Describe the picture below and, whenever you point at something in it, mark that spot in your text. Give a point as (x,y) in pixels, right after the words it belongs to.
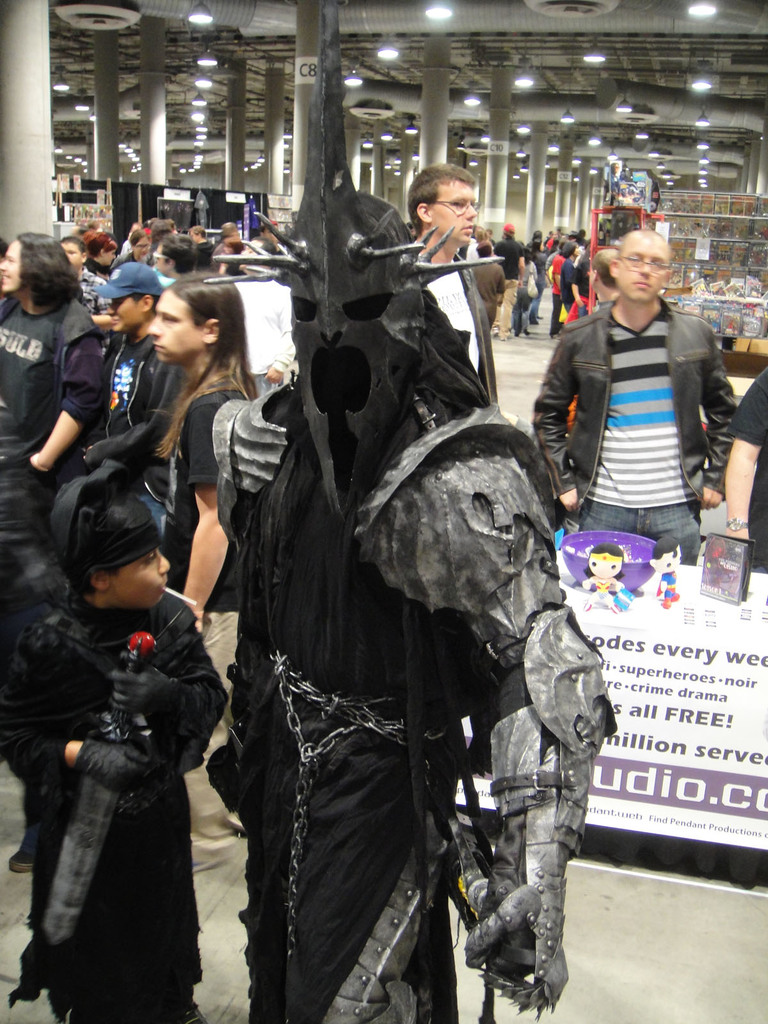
In this image there are many people (332,204) standing. In the foreground (365,647) there is a person (417,822). There are chains (309,767) around the person (333,760). Beside the person (244,649) there is a boy (66,703) standing. He is wearing a costume (67,659). Behind the person (407,568) there is a table (660,608). There are toys (596,584) on the table (645,604). In the background (497,122) there are pillars (357,120). At the top (508,15) there is a ceiling (361,45). There are lights (396,53) to the ceiling (361,58).
